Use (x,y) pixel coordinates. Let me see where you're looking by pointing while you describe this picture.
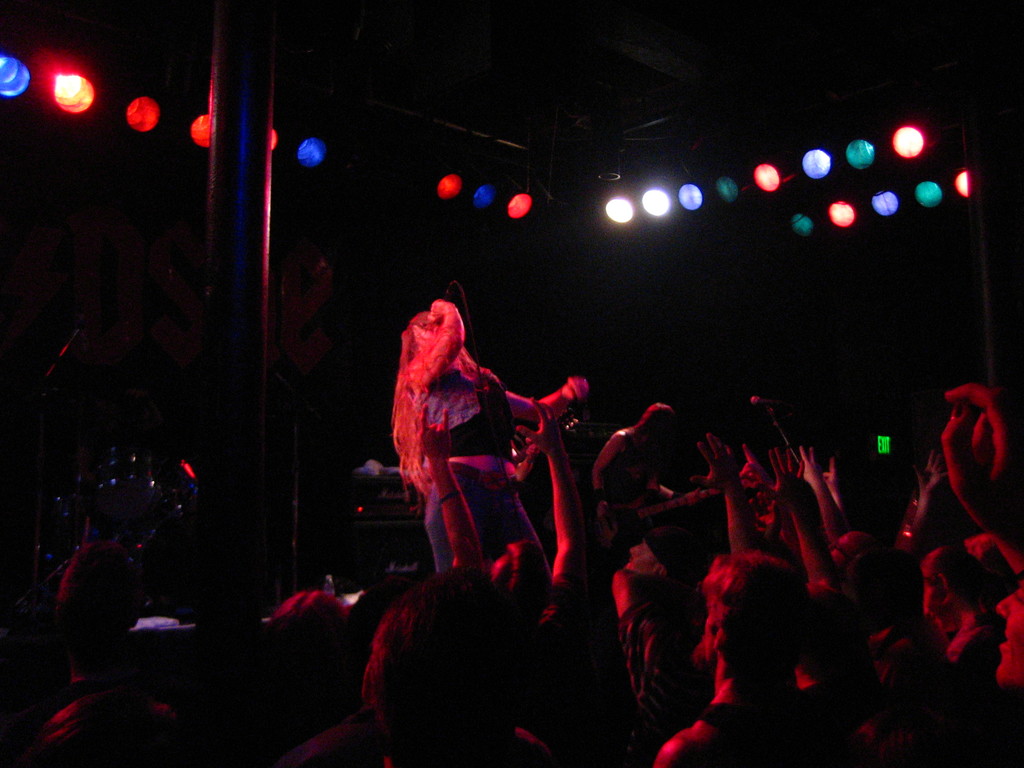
This picture is clicked in a musical concert. The woman (414,365) in the middle of the picture (459,436) wearing a black and blue shirt (450,420) is holding a microphone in her hands (445,320) and she is singing the song on the microphone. At the bottom of the picture (713,629), we see people (812,678) enjoying the music. Behind her, we see a pole (243,218) and it is dark in the background (582,166).
